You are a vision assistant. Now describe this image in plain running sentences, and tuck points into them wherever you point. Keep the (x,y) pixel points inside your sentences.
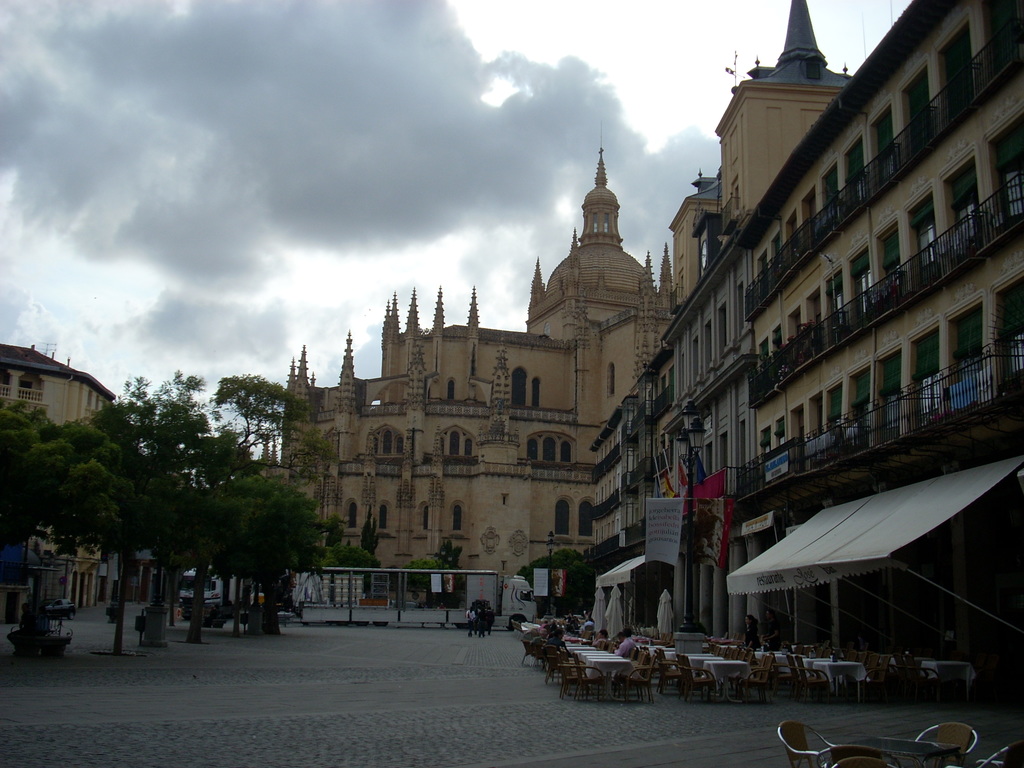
In this image we can see the buildings (514,460), trees (215,524), light poles (689,447), banners (719,520) and also the tables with the chairs (761,688). We can also see a few people (556,636) sitting on the chairs (647,677). In the background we can see the people (482,626) standing on the path (473,640). We can also see the cloudy sky (264,119).
